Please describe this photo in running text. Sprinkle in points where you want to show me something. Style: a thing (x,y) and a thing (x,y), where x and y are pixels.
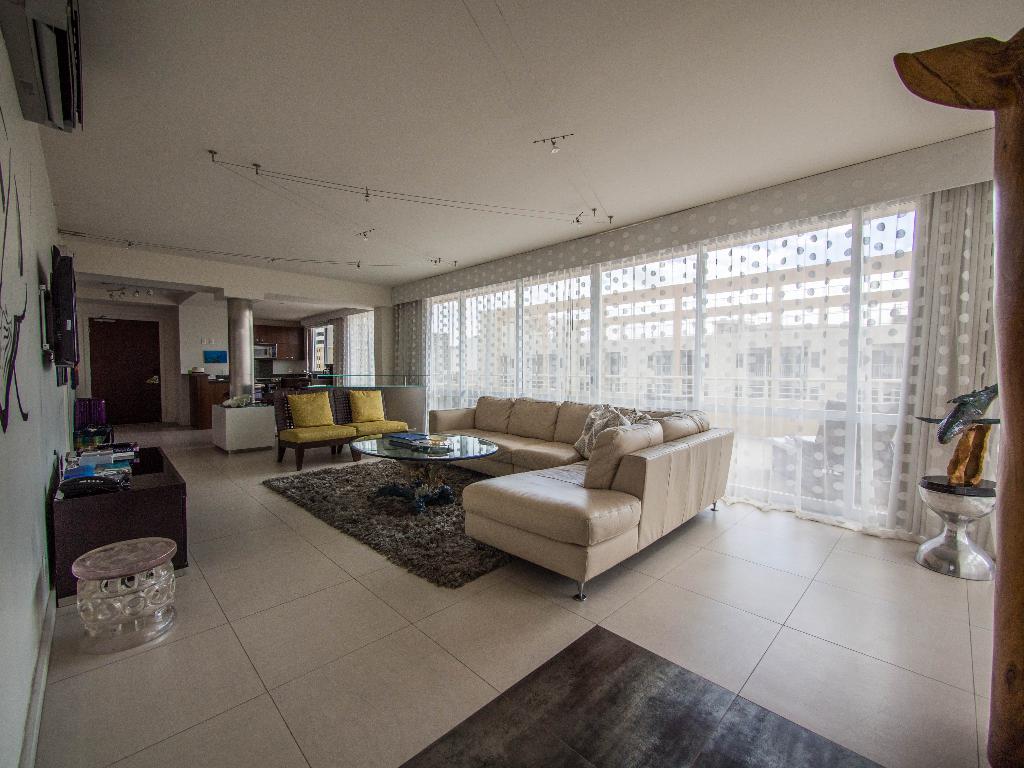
In this image I can see a couch (710,443), pillow (310,411), table (445,452). At the back side (125,398) I can see a door (151,374).
